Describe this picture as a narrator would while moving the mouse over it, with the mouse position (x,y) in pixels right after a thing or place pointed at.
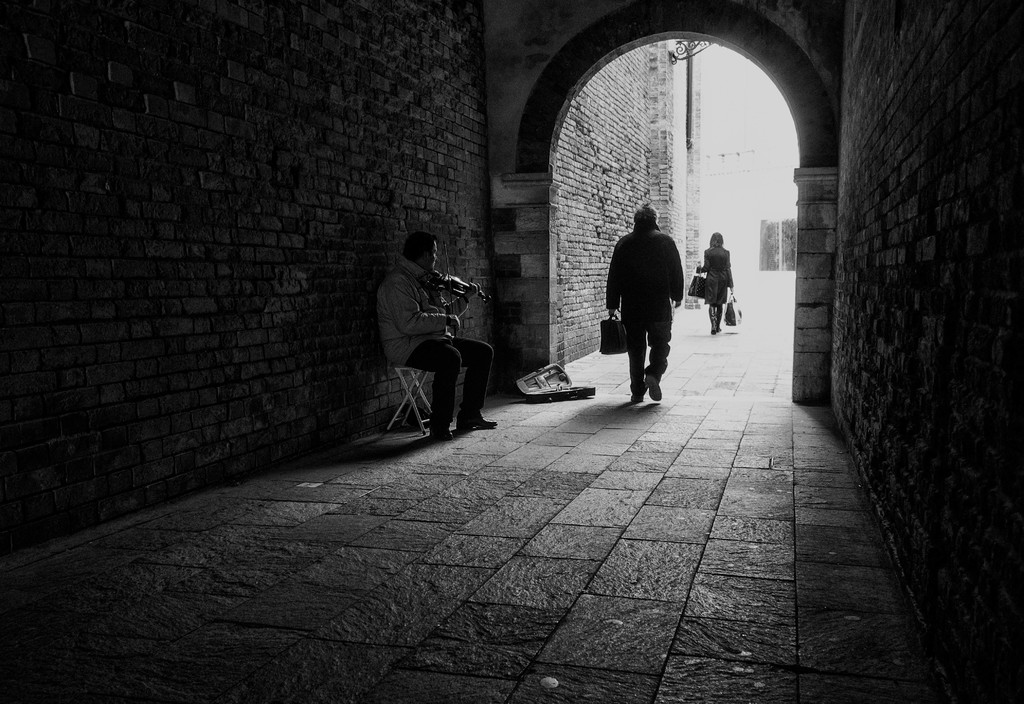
This is a black and white picture. On the left (135,187) there is a wall (187,335). On the right (954,369) there is a wall (1005,405). In the center of the picture (653,268) there are people (644,369) walking on the road (656,406). In the center (409,317) there is a person (425,352) sitting and playing violin (457,286). In the background (691,97) at the top (686,63) there is a street light (672,61).
